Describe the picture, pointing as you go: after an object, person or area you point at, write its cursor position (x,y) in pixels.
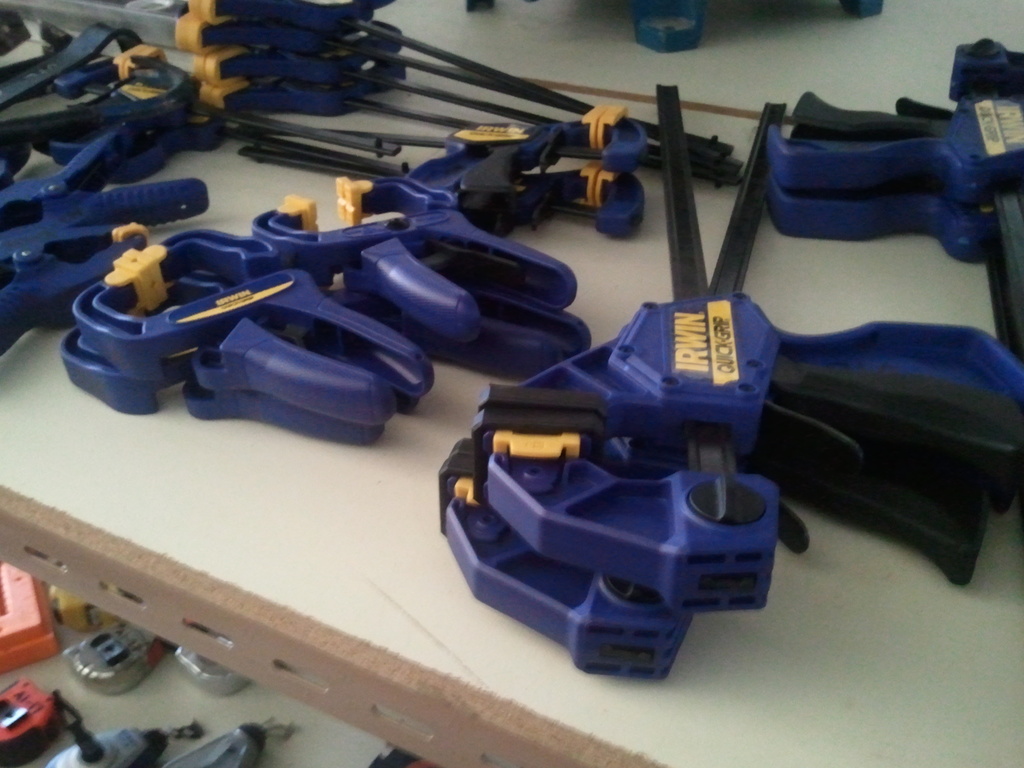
This image consists of many tools (617,651) kept on a rack (606,335). At the bottom (14,636), there are many things (14,617). These tools (563,340) are in blue color.
